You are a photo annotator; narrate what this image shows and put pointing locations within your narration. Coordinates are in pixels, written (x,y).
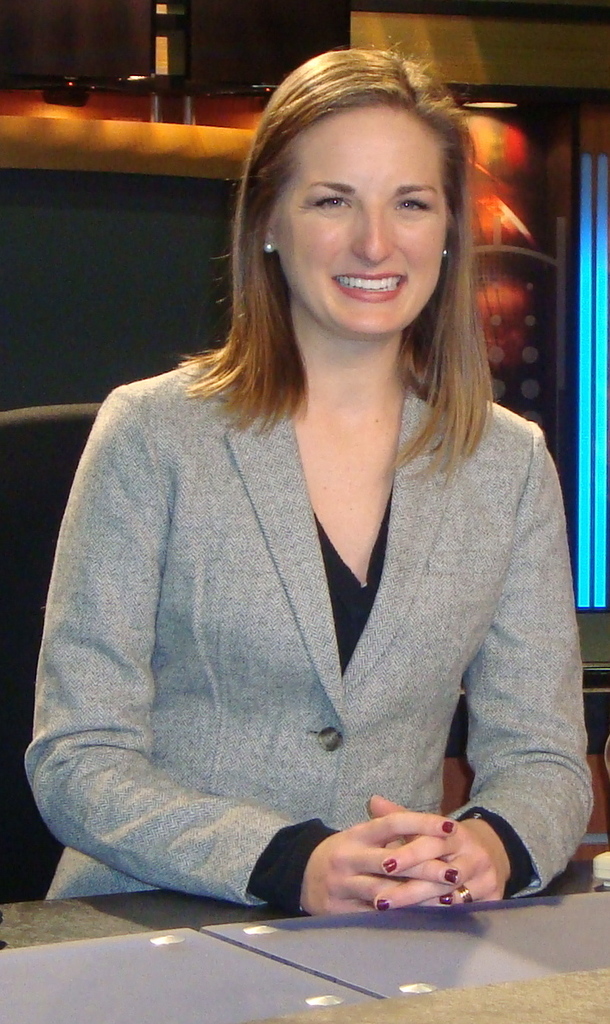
In this image I can see a woman (400,678) is sitting on a chair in front of a table (303,956). In the background (606,413), I can see some objects (583,464) and a wall (472,57). This image is taken may be in a hall (365,964).
